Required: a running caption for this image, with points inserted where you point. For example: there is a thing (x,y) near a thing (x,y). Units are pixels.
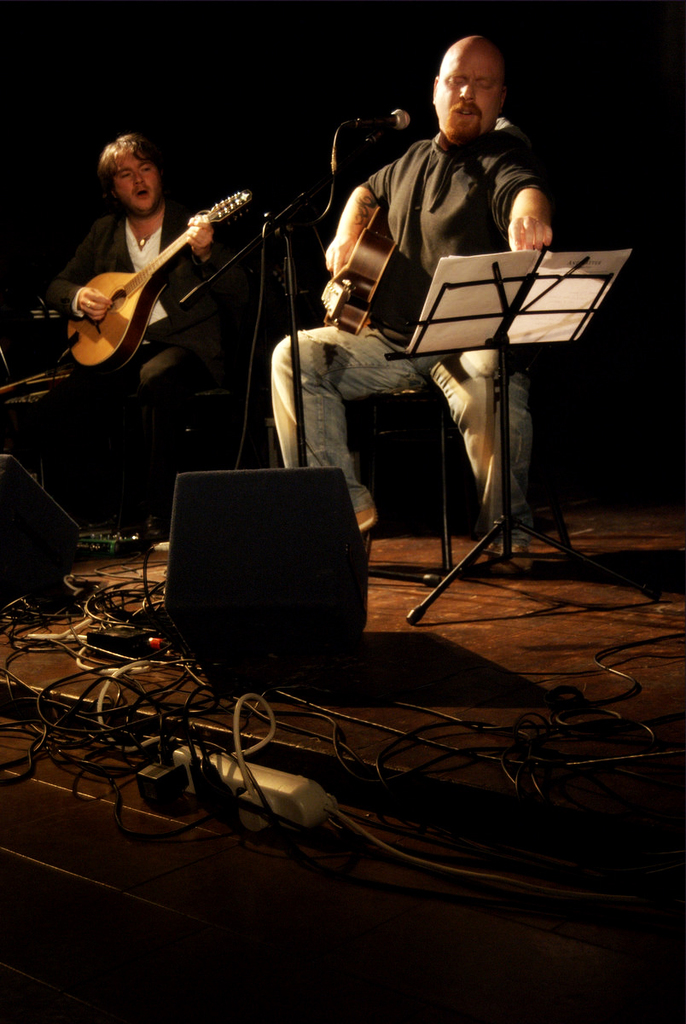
Two men (494,131) are sitting and playing guitars (363,296) on a stage (478,593).
